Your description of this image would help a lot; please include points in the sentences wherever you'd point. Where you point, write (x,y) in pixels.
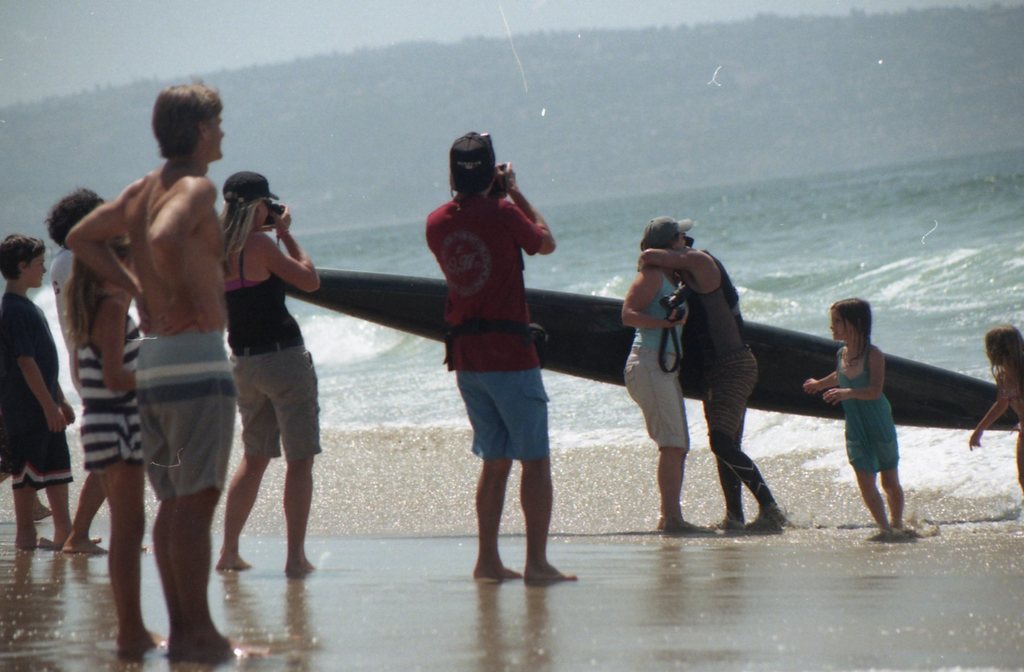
Background (857,107) is very blurry. This is a sea (850,223). In Front of a sea (962,324) we can able to see few persons (861,377) standing and few are taking the snaps. This is a surfboard (937,407).
